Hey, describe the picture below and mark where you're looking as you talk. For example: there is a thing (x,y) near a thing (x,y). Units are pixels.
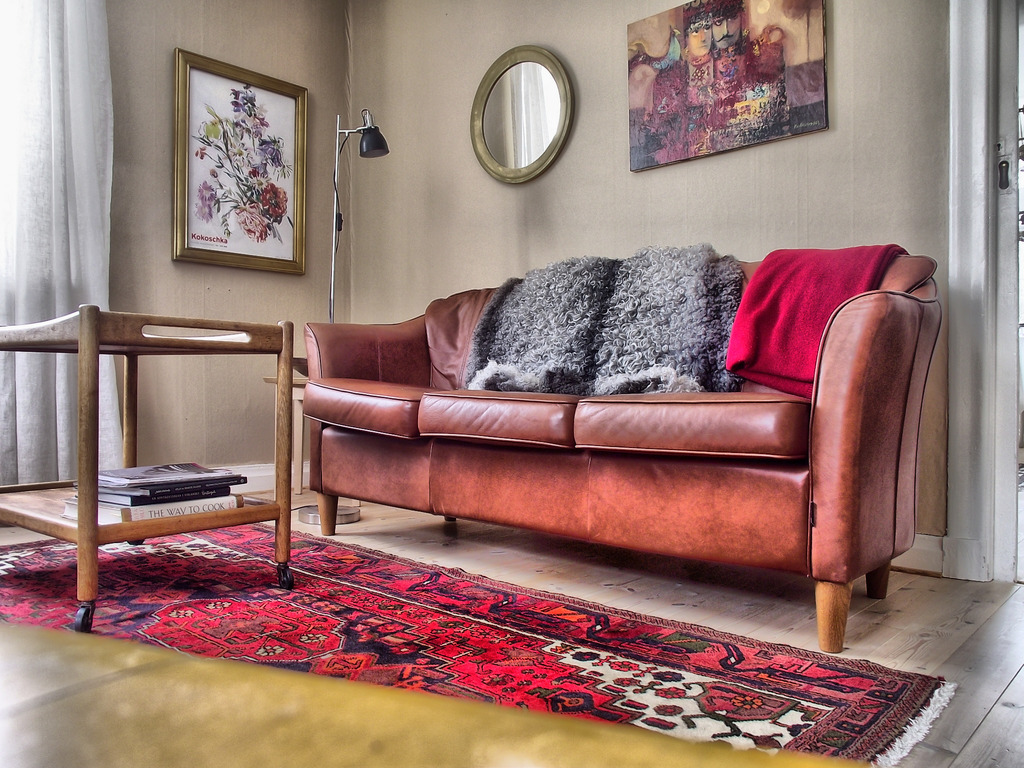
We can able to see couch (702,463), picture (227,148), mirror (572,115), poster (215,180), table (133,323) and books (230,484). A floor (566,591) with carpet (490,608). Far there is a lantern lamp (340,142) with stand (339,129).
